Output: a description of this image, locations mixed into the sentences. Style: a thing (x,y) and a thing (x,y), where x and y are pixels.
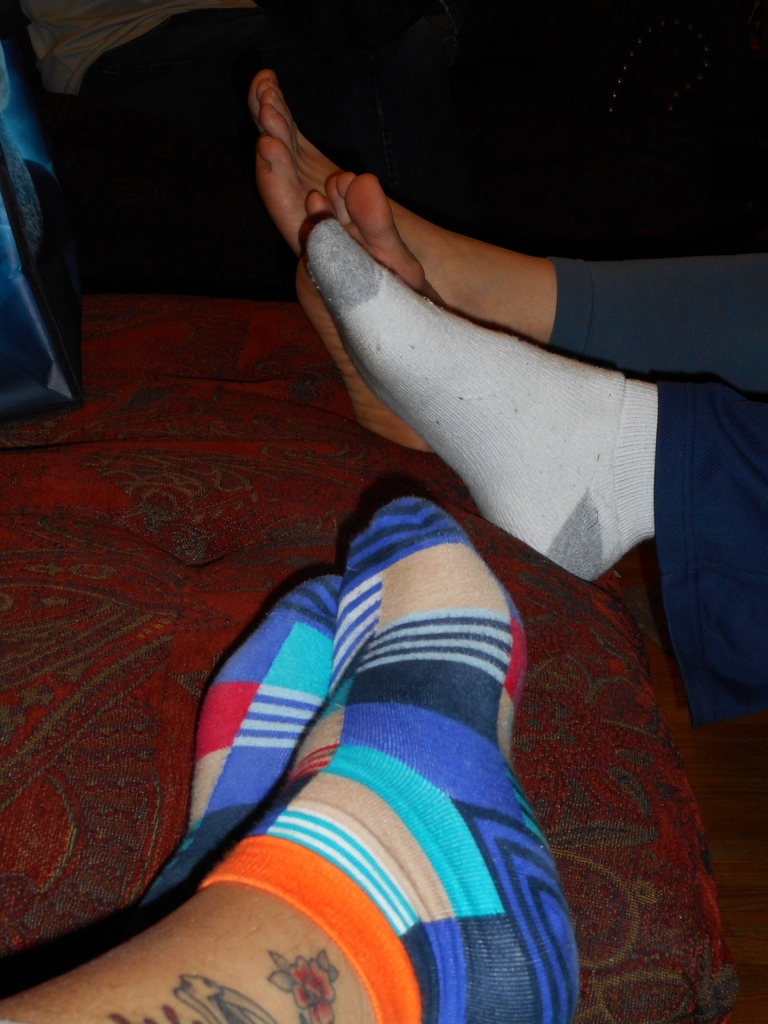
In this image I can see few legs (316,687) of people (459,628) and I can see few of them are wearing socks (448,636). On the top left side of the image (102,64) I can see few clothes (70,73) and I can also see a red colour thing (204,360) under these legs (467,842).
